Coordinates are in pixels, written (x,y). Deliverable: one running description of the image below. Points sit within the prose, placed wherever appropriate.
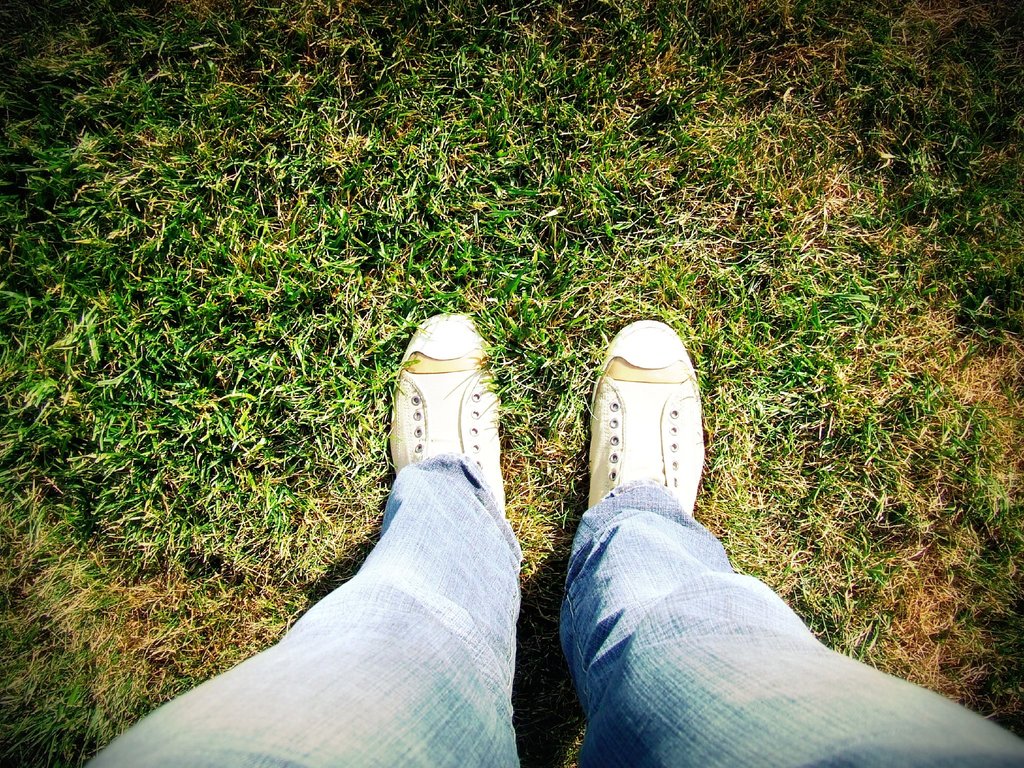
In this image, I can see the legs (469,609) of a person (640,541) with shoes (490,482), which are on the grass (886,223).
